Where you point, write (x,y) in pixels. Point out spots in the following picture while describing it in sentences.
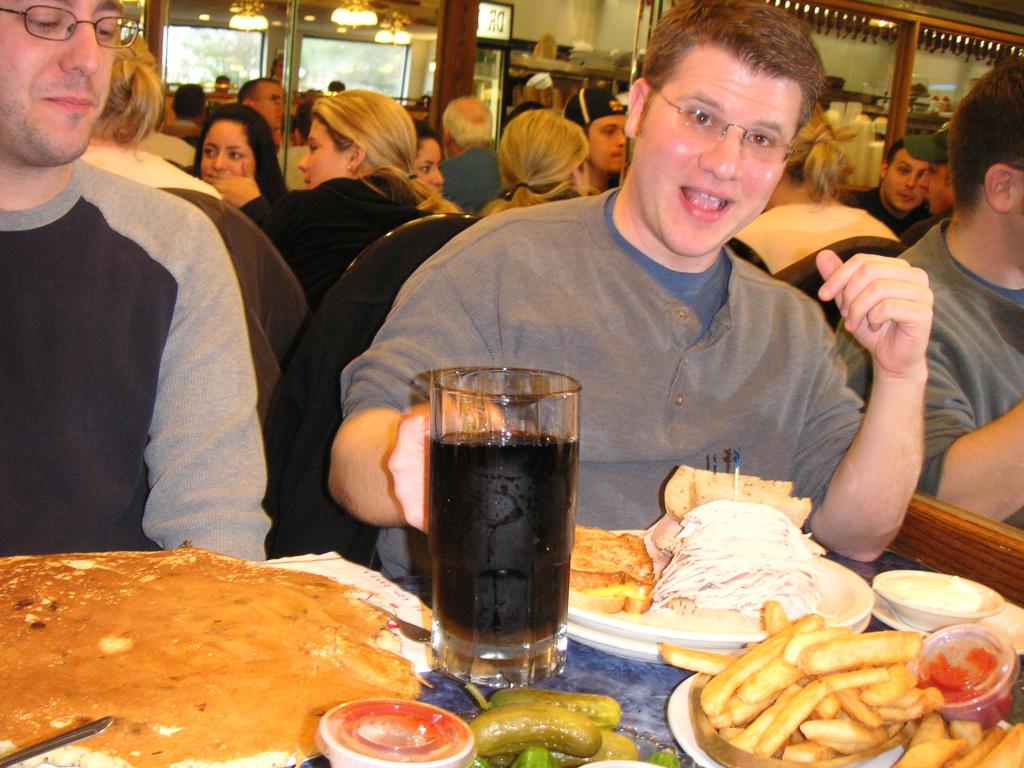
In the image there are three men (612,254) in the front (741,77) sitting in front of table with food (165,665) french fries (806,759), sliced meat (752,547), toasts (591,550), pickles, soft drinks (562,610) on it and behind there are many ladies (342,228) and men (619,176) sitting, this seems to be clicked in a restaurant (312,11).
